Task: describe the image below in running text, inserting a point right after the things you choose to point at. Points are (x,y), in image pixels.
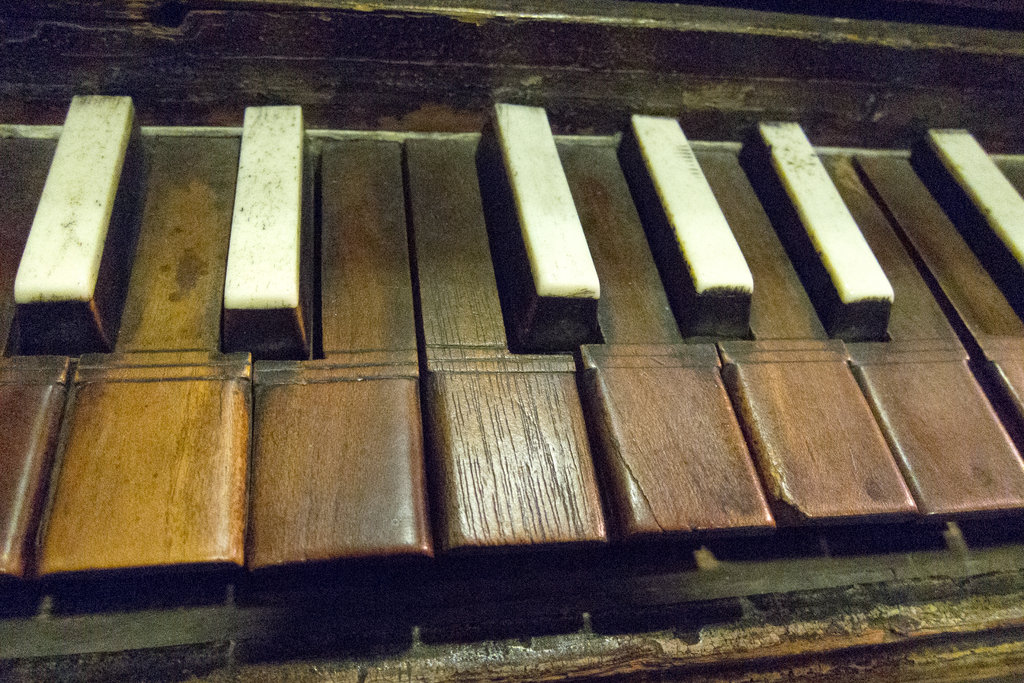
In this image there is a wooden piano (513,303).
